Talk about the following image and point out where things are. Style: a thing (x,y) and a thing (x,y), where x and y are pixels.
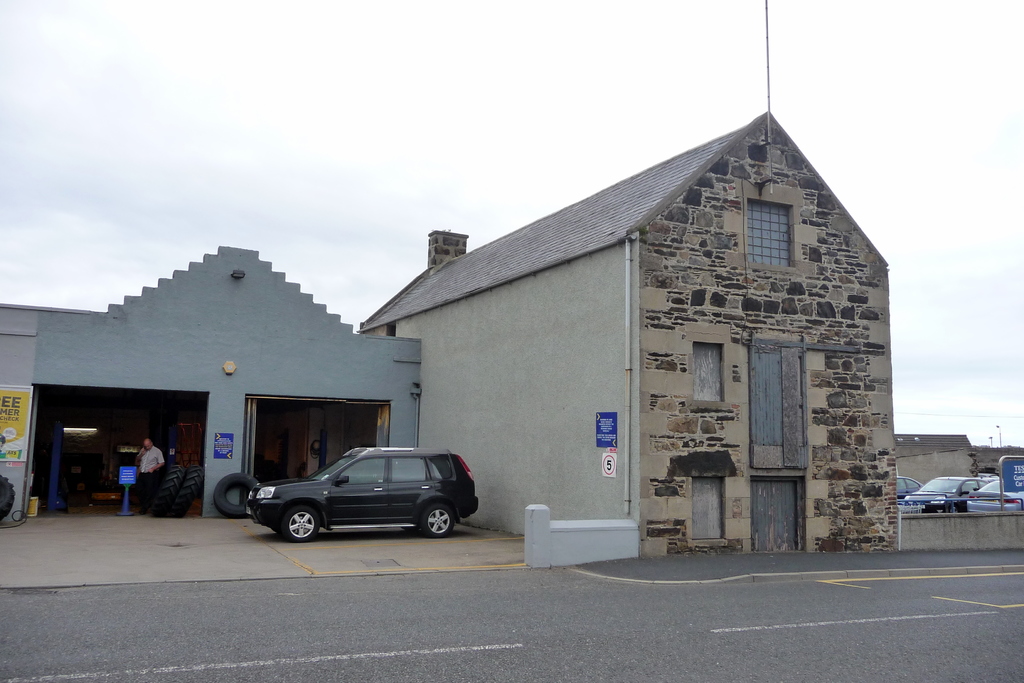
In this image we can see buildings (415,426), motor vehicles (439,467), tyres (177,472), information boards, poles (999,444), road (236,645) and sky (902,392).
